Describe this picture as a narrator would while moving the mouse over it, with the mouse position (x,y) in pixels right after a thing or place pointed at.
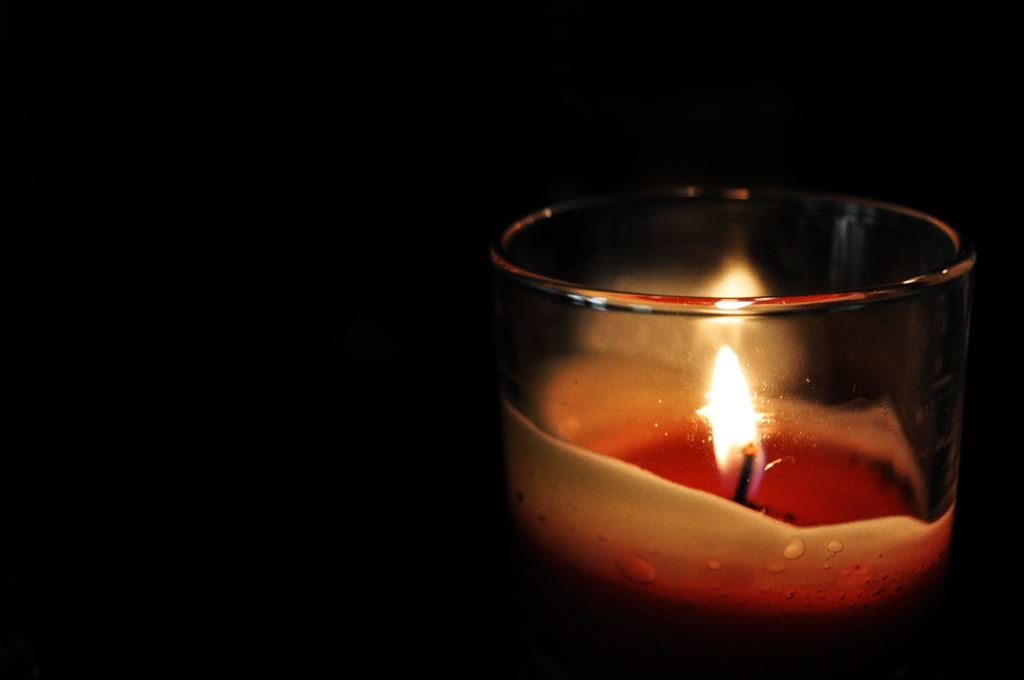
In this image I can see a glass (692,398) in which I can see a candle (718,431) and I can see the dark background (303,202).
